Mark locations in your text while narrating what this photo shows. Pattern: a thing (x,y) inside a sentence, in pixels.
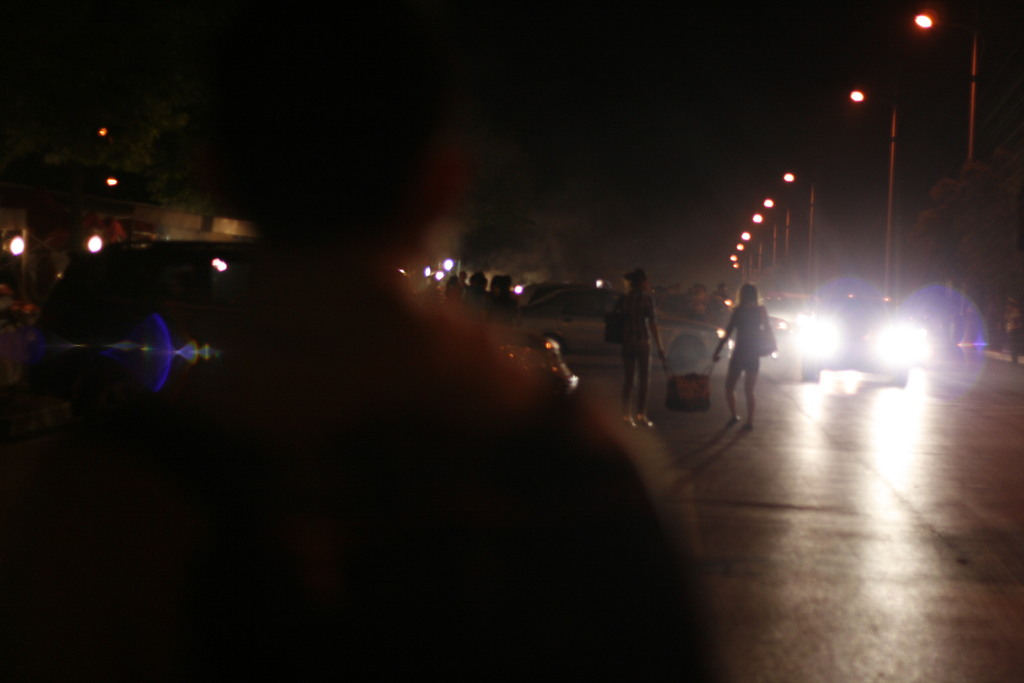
This image is clicked on the road (694,455). In this image we can see two persons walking and they are holding a bag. On the right (876,365), there are vehicles (807,333) along with street lights (888,253). On the left (276,259), the image is blurred.
